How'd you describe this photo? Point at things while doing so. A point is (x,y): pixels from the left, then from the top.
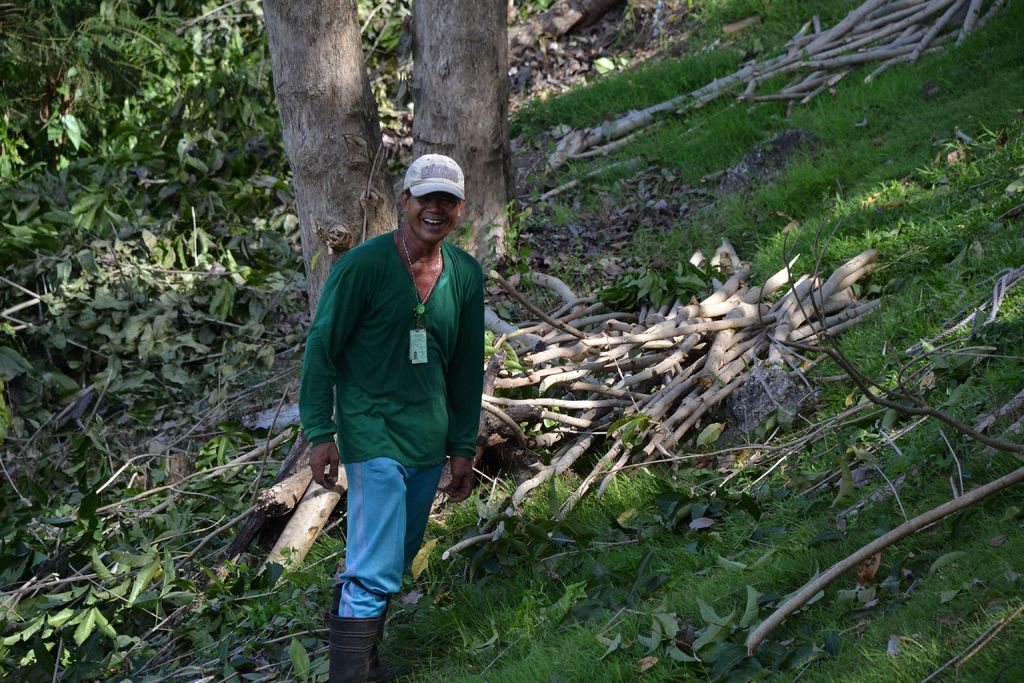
In this picture I can observe a man (382,366) standing on the land (209,679) in the middle of the picture (418,317). He is wearing a green color T shirt (393,295) and cap (422,182) on his head (416,193). Behind him I can observe wooden sticks (534,374) on the ground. I can observe some grass (482,596) on the land (754,130). In the background (266,89) I can observe some plants (287,232) and trees (360,33).
